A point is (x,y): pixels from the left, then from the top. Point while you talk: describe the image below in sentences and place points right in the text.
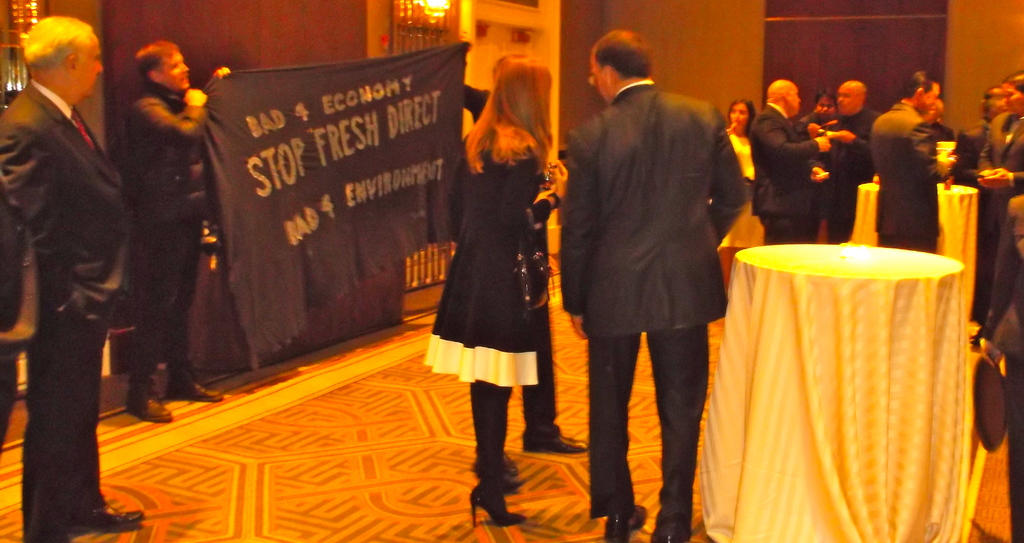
In this picture there are persons (812,176) standing and walking, there are tables (912,278) covered with a cloth (865,265). On the left side (326,116) there are persons (36,157) standing and holding a banner (318,180) with some text (303,109) written on it and there is wall (654,23) in the background (541,28).
